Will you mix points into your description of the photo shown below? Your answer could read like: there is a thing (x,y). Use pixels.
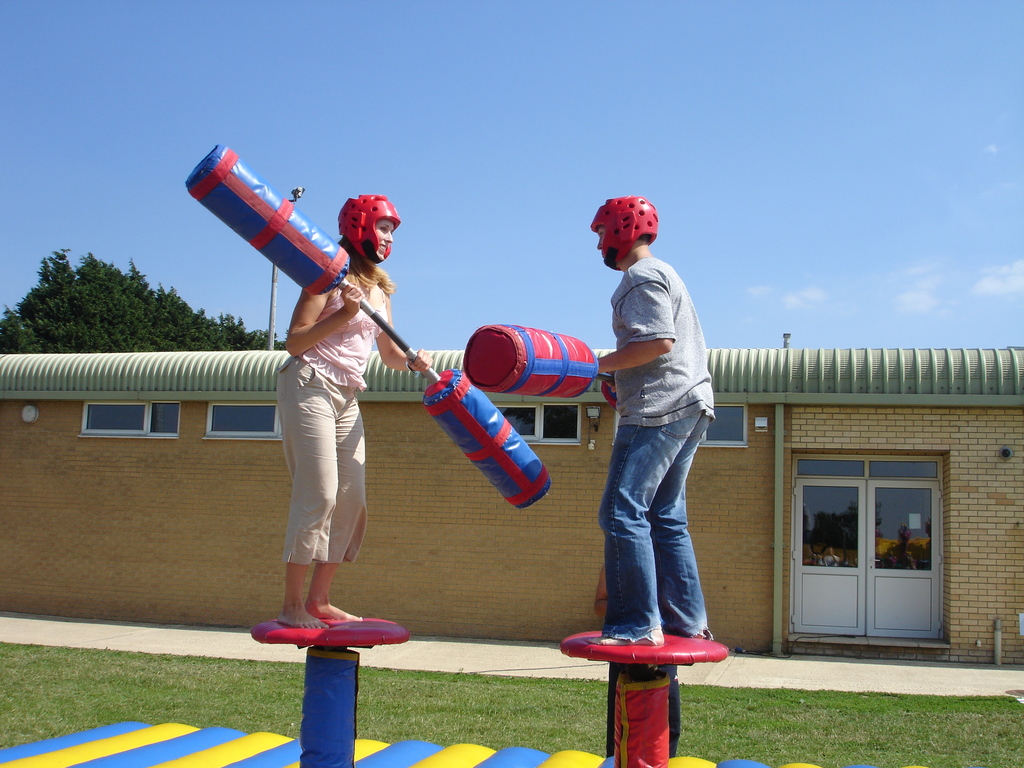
In this image we can see two persons (616,376), stools (640,672) and other objects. In the background of the image (458,461) there is a shelter (571,468), trees (161,321), poles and other objects (875,506). At the bottom of the image (508,721) there is an object (185,728) and grass (437,707). At the top of the image (583,134) there is the sky (536,80).
